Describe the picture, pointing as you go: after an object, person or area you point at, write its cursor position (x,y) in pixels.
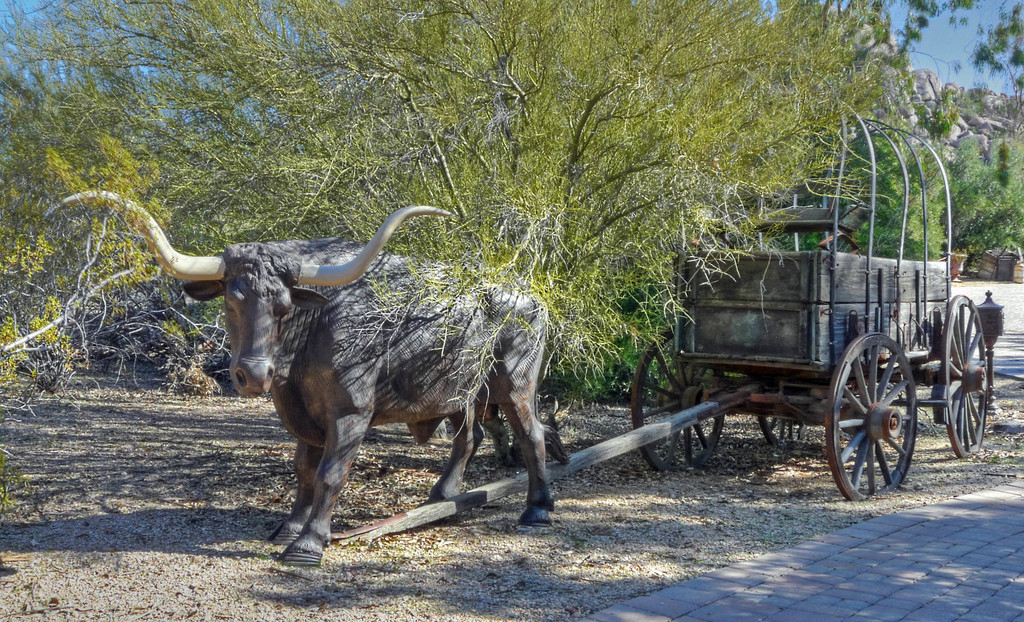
In this picture I can see sculpture of buffalo cart (462,298), side we can see some trees (128,274) and rocks (915,79).
